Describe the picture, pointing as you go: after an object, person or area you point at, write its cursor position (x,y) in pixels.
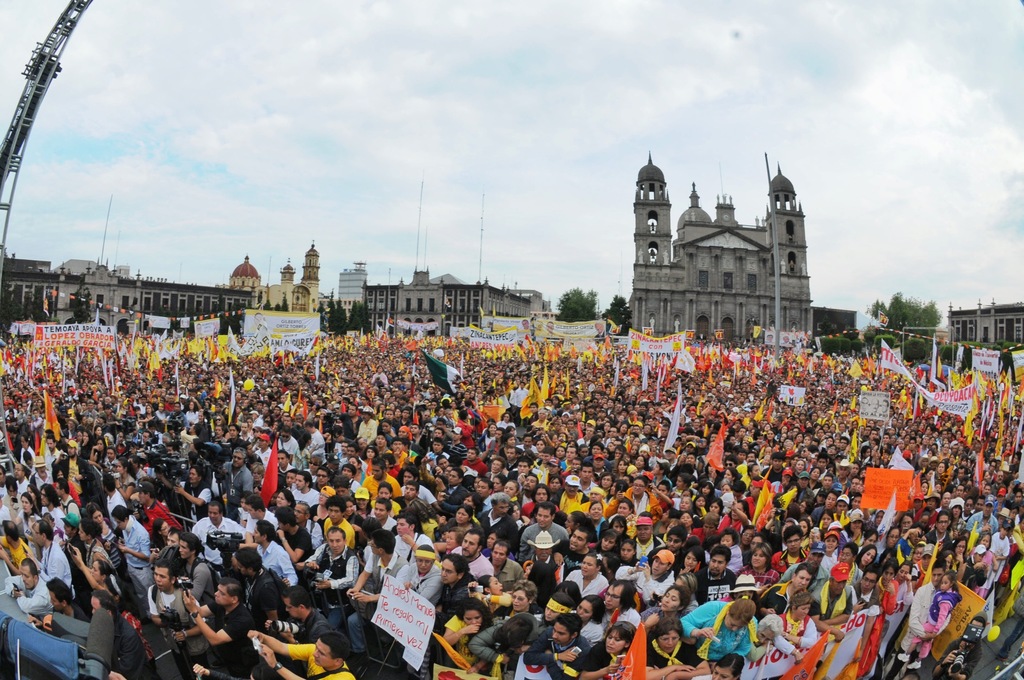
In this image, in the middle (432,415), we can see a group of people (427,402), few people (716,401) are holding flags (571,356) and few people (468,630) are holding charts (466,666) and few people (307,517) are holding camera (195,453) in their hands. In the background (44,306), we can see a building (38,271), flags (142,335), hoardings (587,327), trees (626,321). On the left side (77,1), we can also see a metal instrument (6,169). At the top (629,97), we can see a sky (562,100) which is cloudy.
